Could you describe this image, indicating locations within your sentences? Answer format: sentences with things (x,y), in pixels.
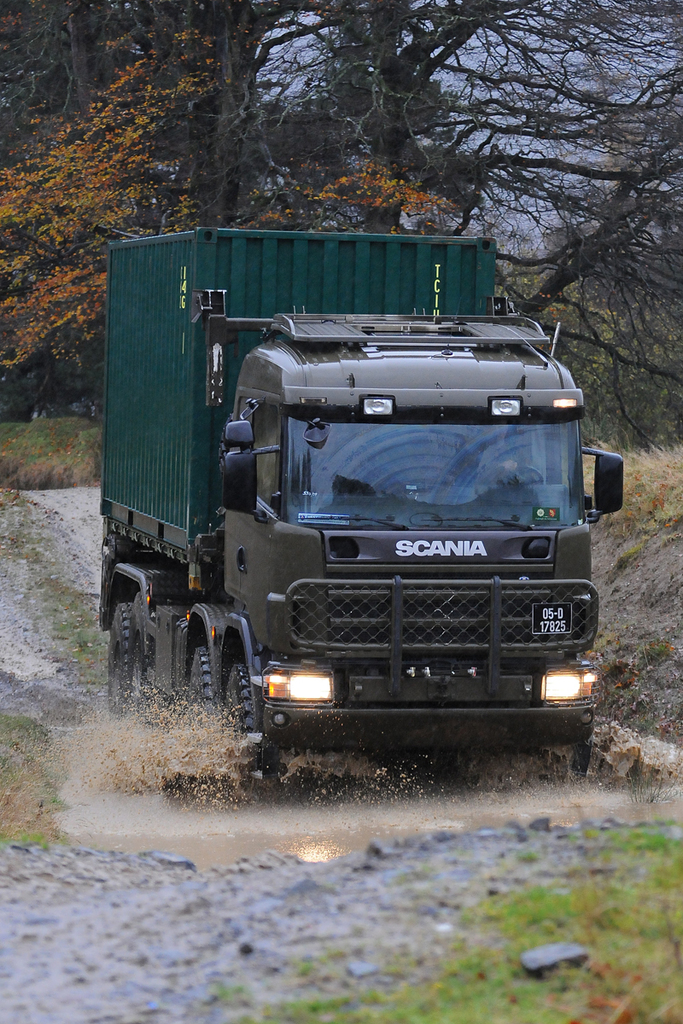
In this picture i see a truck (350,495) moving in the water (236,845) and on the back (400,215) i see trees (71,210) and the truck (237,461) is black and green color.
